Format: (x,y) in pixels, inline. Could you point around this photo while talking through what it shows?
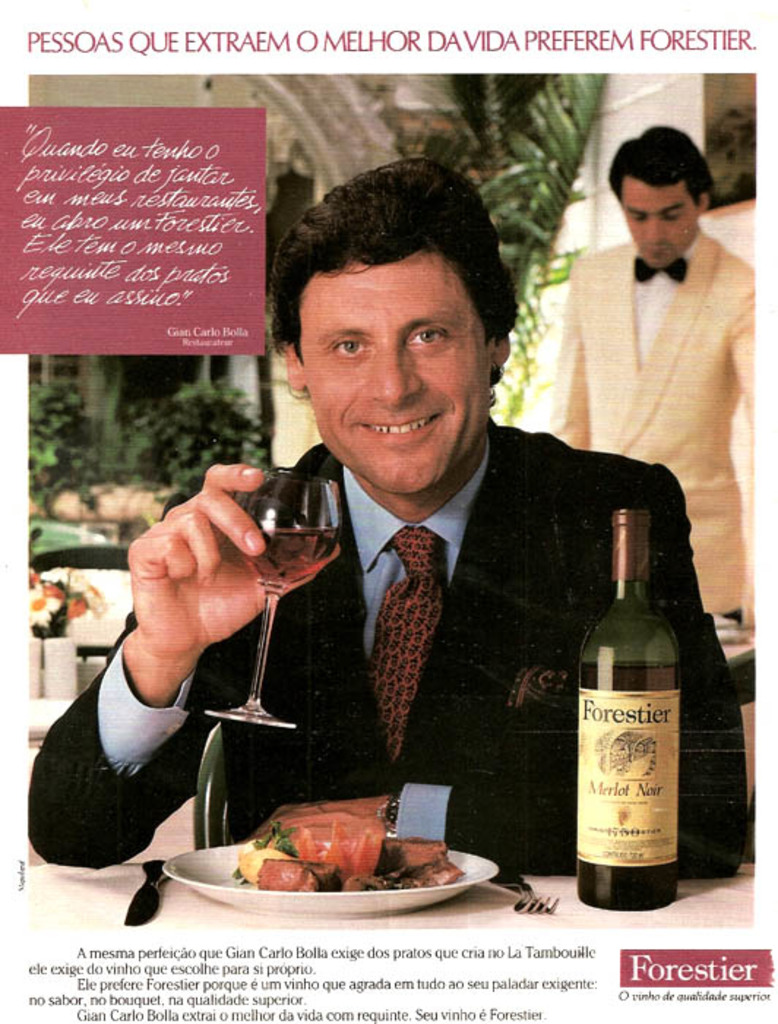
This is a picture of a picture, a person (317,693) sit on the chair (228,813) and holding a glass (294,542) and contain a drink (305,558) and in front of him there a table (124,921), on the table (146,927) there is a plate (330,893), on the plate (251,895) there is a food (360,881) and a bottle (609,754) kept on the table (559,912), back side of him there is a person (657,345) stand. beside him there is a tree (518,183).
